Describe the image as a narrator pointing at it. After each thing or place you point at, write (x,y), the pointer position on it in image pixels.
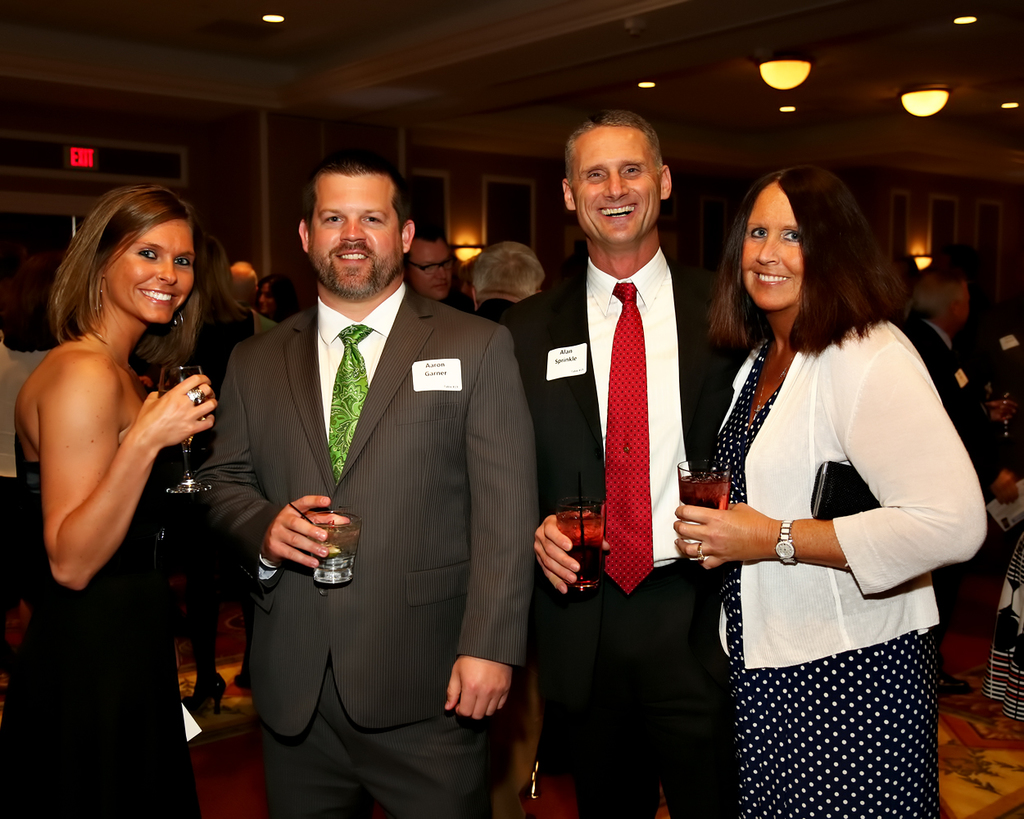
This image is taken indoors. In the background (452,194) there are a few walls (439,192) and there are a few lights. At the top of the image (305,34) there is a ceiling (845,71) with a few lights (801,76). At the bottom of the image (978,762) there is a floor (959,740). In the middle of the image (471,352) a few people (416,311) are standing on the floor (981,709) and there are two men (612,411) and two women (186,388) standing on the floor (238,669) and holding glasses (573,526) with wine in their hands (205,407).
